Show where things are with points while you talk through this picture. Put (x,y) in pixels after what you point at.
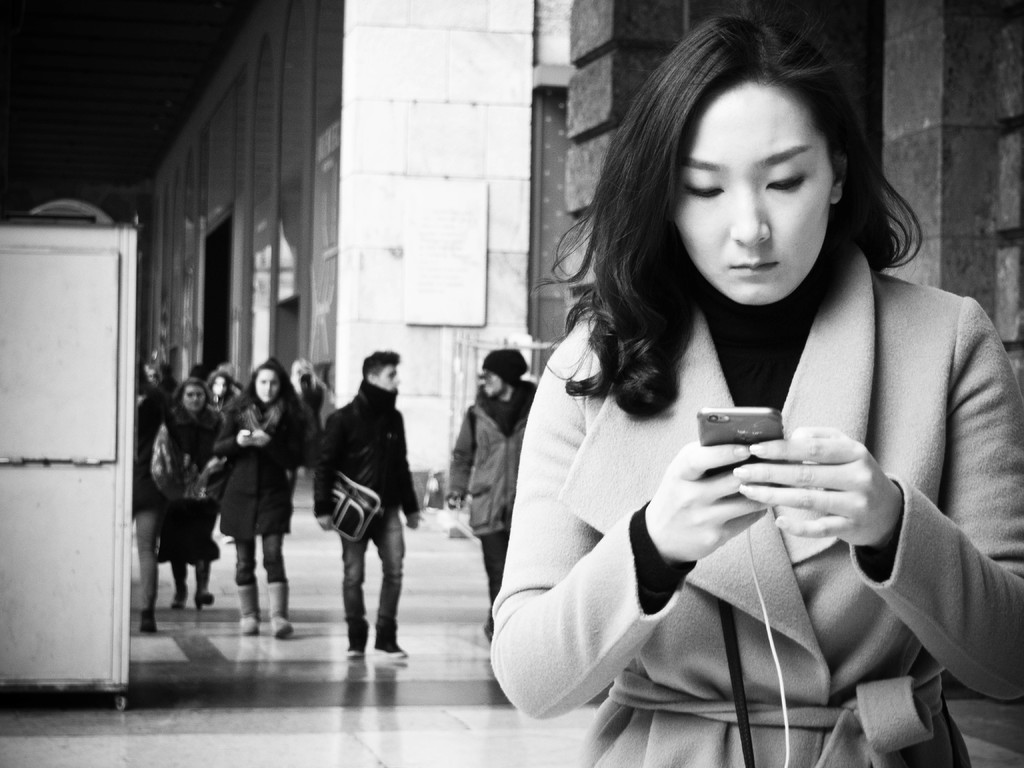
This is a black and white picture, in this image we can see a few people (385,405), among them some are carrying the objects (342,527), there are some buildings (400,344), on the wall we can see a few boards (423,266), on the left side of the image (46,486) it looks like a cupboard (87,260).
